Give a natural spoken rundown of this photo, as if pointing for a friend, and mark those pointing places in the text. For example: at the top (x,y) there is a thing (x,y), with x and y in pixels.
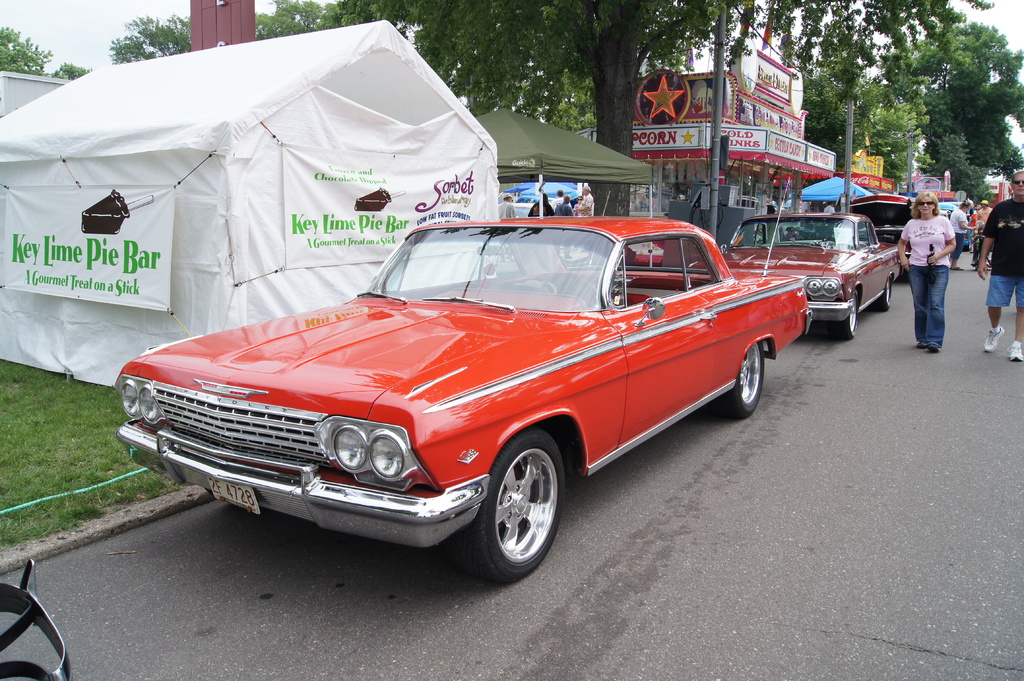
In the center of the image (569,343) there is a road (950,282) on which there are vehicles (792,283). There are people (1002,276) walking. In the background of the image (647,133) there stalls (328,122). There are trees (664,27). To the left side of the image (48,430) there is grass (40,447).
